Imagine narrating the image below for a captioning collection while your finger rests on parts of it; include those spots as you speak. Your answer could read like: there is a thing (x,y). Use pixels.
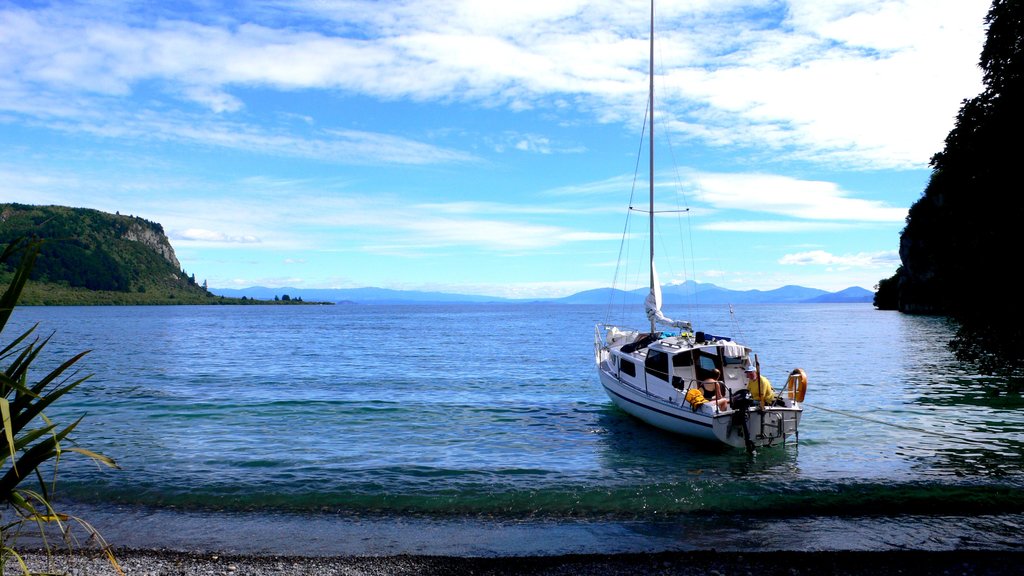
In this image we can see a ship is floating on the water (893,420), we can see trees (1007,204), hills (53,251) and the clouds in the background (684,117).
